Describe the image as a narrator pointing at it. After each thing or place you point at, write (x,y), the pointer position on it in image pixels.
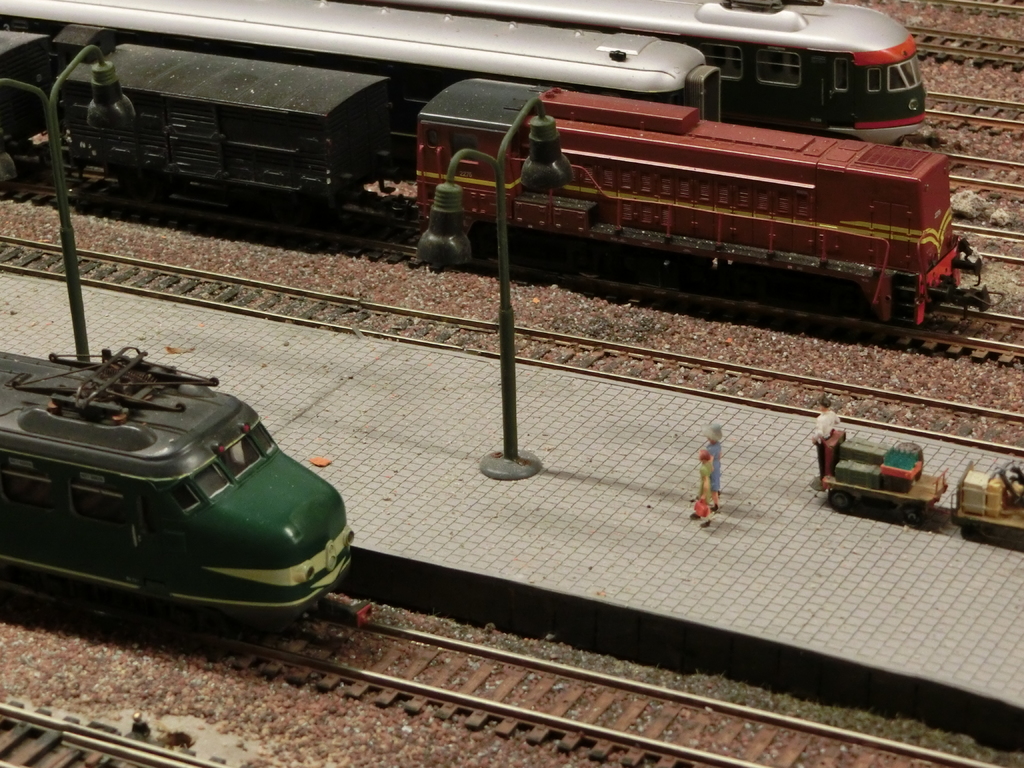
In this picture, we see the toy trains (206,444) and toys (177,443). In this picture, we see the trains (189,495) in green, brown and grey color are moving on the tracks (363,625). In between the trains (276,469), we see a platform (525,526), we see three people (717,477) are standing. Behind them, we see the baggage carts (878,496). We even see the street lights (551,160). At the bottom (361,669), we see the stones (352,712) and the tracks (636,717).
